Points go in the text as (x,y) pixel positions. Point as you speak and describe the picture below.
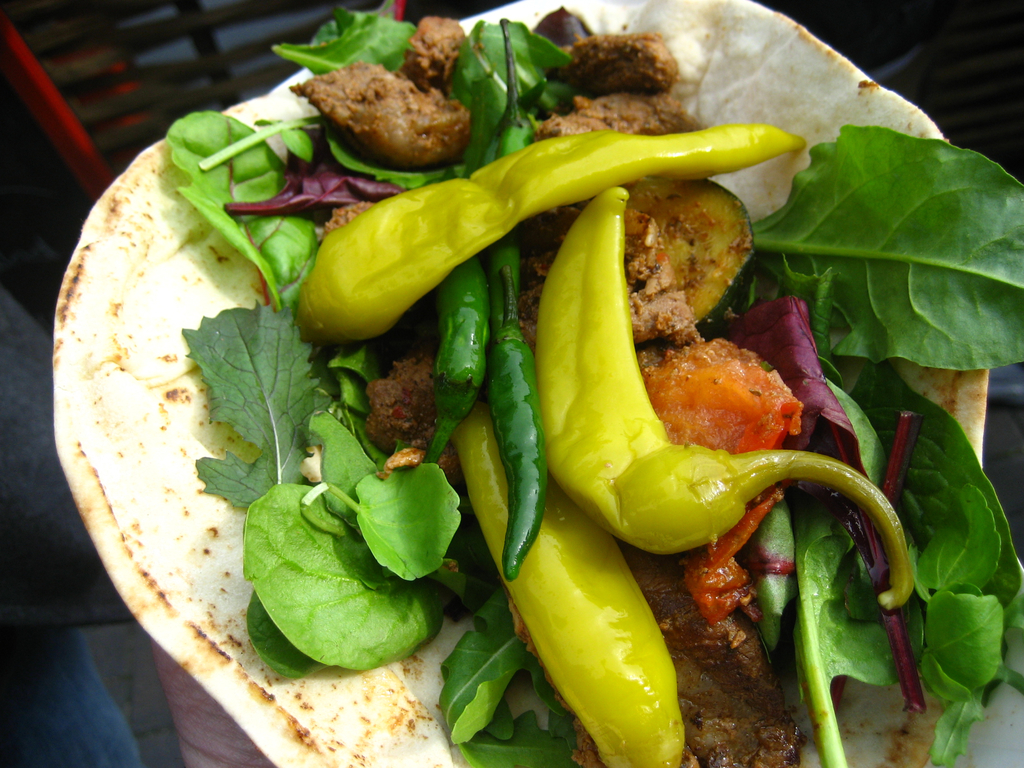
In this picture we can see food (395,399) and blurry background (139,69).
